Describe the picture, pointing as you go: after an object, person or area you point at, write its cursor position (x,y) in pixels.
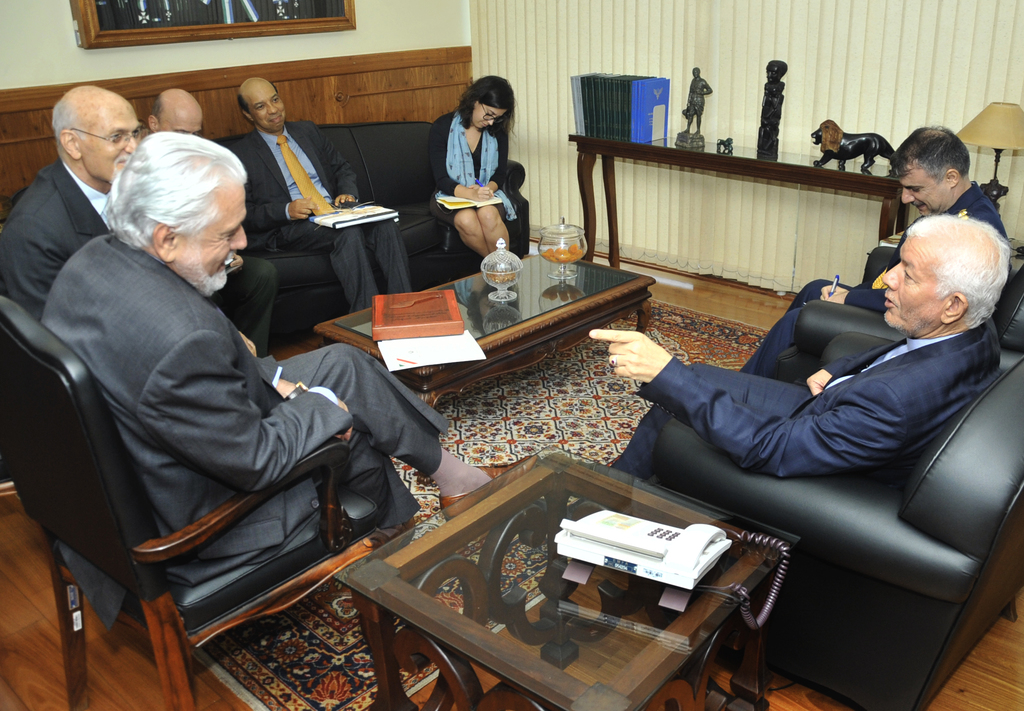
There are group of people (488,182) sitting in a room (622,428) in sofas (674,441). In the middle (483,339), there is a table (512,318) on which two dishes (502,269) were placed. There is only one woman (483,181) in the group (463,184) and the remaining all are men (927,234). There is a telephone (633,530) here on the table (602,590). In the background (624,112) we can see files (620,137) and some sculptures (767,144) here.
